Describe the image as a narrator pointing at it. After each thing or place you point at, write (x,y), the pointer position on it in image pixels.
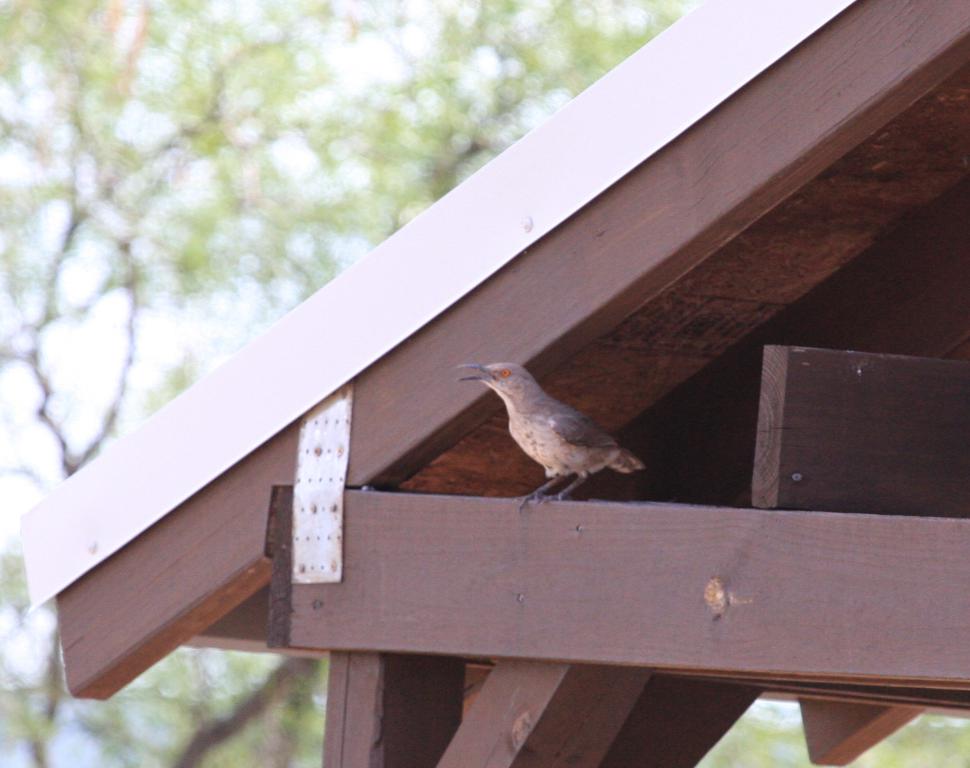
At the center of the image (493,367) there is a bird (547,474) standing on a wooden roof (632,498) of a house (662,249). In the background (163,199) there is a tree (361,137).
